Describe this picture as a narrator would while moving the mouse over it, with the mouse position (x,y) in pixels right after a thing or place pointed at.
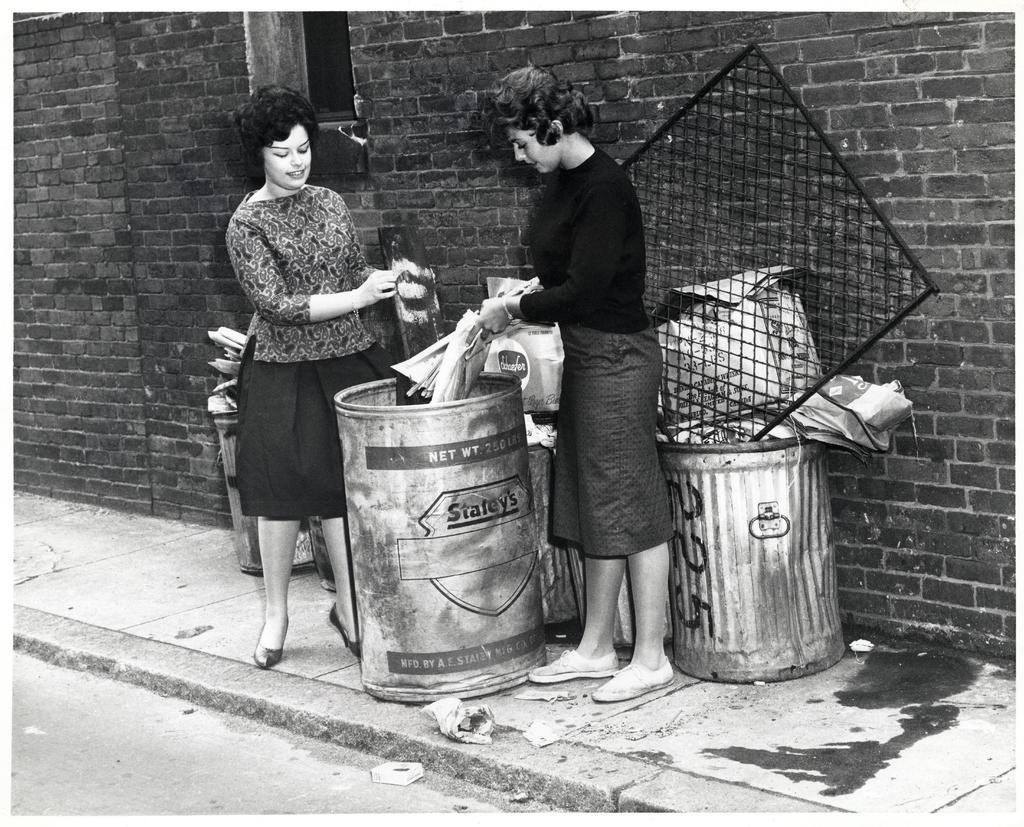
In this image, we can see trash bins (748,564) beside the wall (719,70). There is a person (346,270) standing and holding a wood (407,277). There is an another person (595,290) in the middle of the image (600,299) wearing clothes (600,408) and holding some papers (445,368).
